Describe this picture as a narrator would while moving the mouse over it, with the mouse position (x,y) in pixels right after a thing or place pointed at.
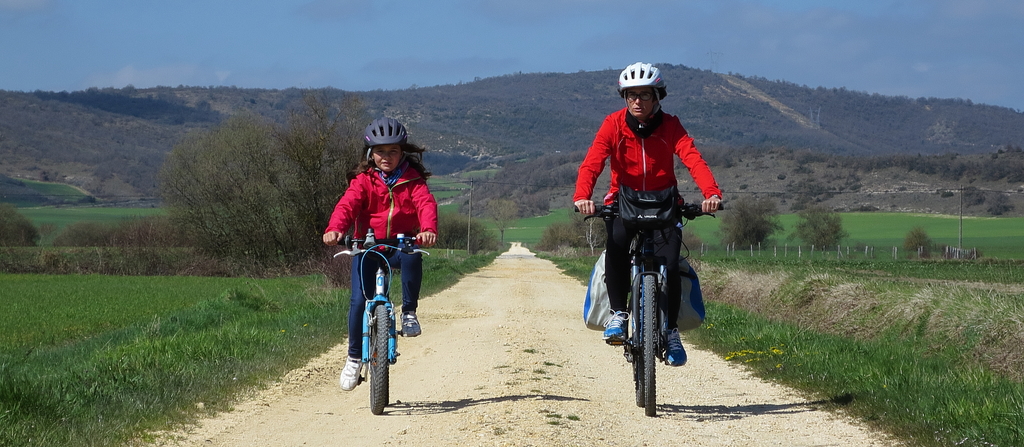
In this image I can see a persons (585,198) and a girl (405,203) who are on the cycles (631,263) and they are on the path (572,304) and I see the grass (220,311) and plants (57,257) on both the sides. In the background (955,23) I see the sky (959,40).
